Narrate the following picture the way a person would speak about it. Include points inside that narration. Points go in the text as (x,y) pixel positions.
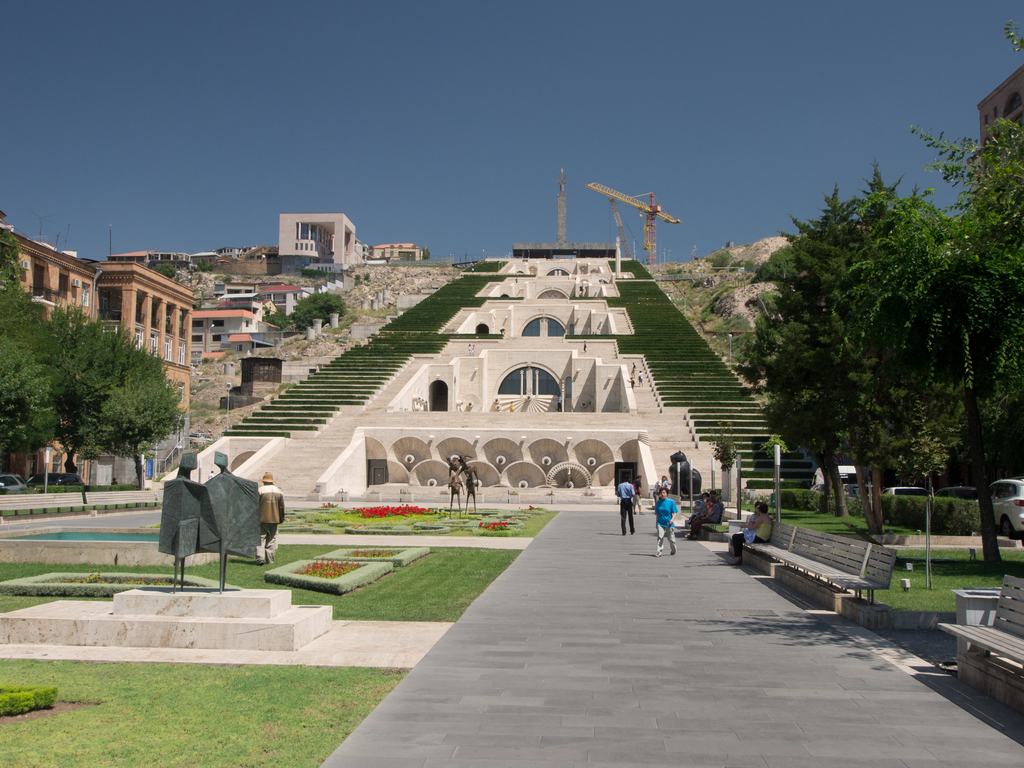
In this image there is a path (607,679), on either side of the path (652,680) there is garden (910,591), in that garden (326,733) there are trees (887,372) and sculptures (201,532), beside the path (801,612) there are benches (774,563), in the background (364,450) there is a slope area (689,409) on that there are stairs (693,455), buildings (225,312), cranes (676,221) and the sky (584,117).
